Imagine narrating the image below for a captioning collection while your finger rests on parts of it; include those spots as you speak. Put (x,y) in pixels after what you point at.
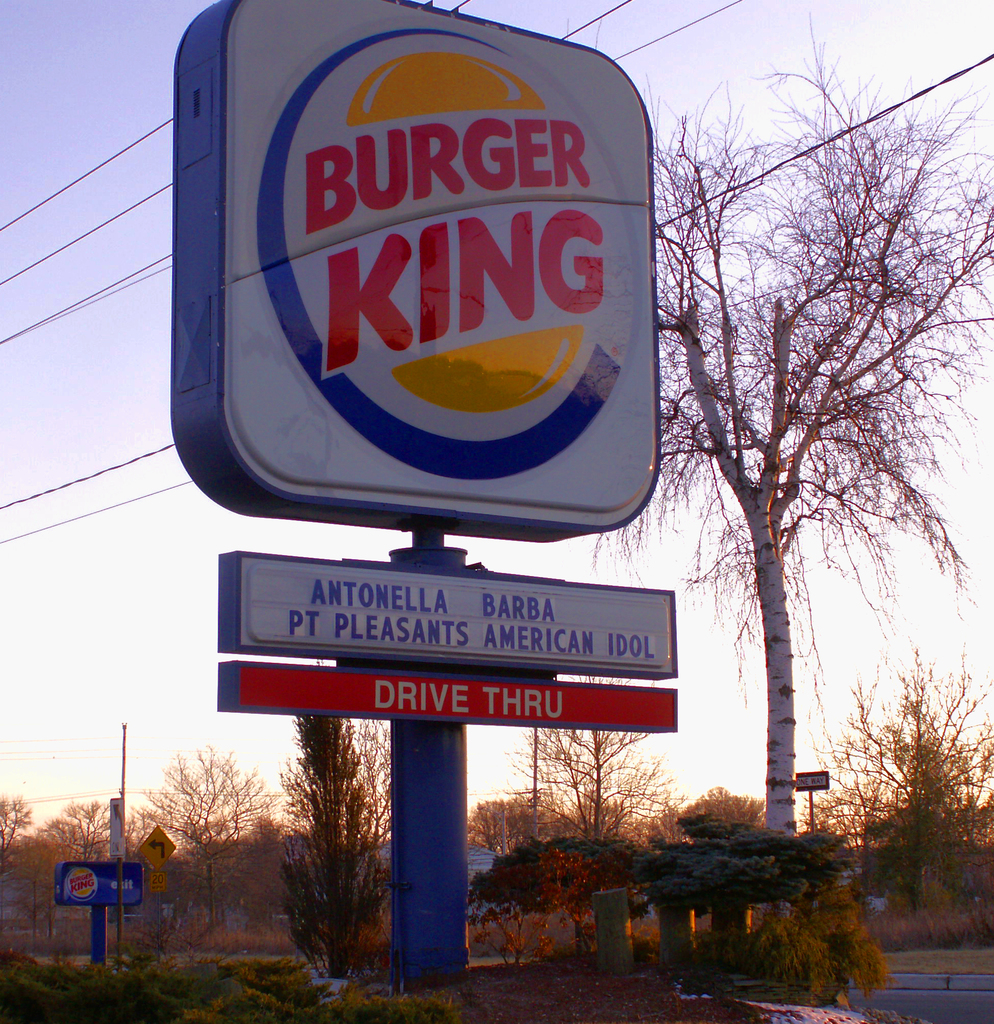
In this image there is a display board (506,295) of burger king, in the background of the image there are trees (327,801), on the top of the image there are a few electrical cables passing through.
